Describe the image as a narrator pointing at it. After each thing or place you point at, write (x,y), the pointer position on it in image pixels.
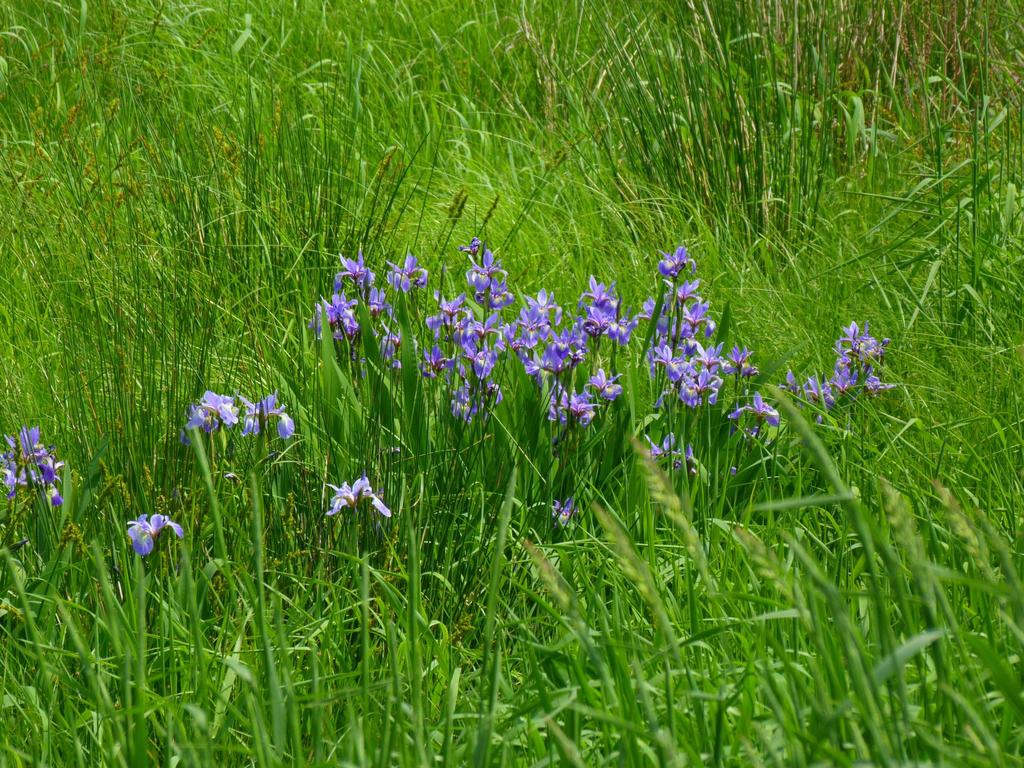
In this image I can see flower plants (445,399) and the grass (467,505). These flowers (533,368) are purple in color.
